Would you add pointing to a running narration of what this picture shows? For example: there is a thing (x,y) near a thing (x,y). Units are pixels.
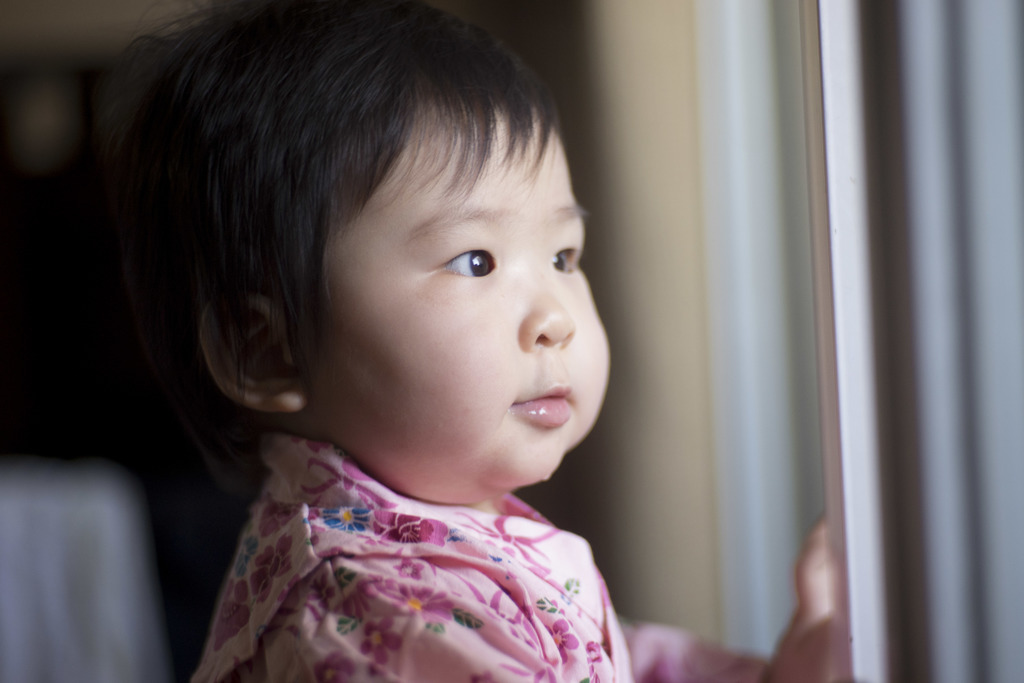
In this image I can see the person (258,463) with pink, blue, yellow and green color dress (304,619). And there is a blurred background (96,55).
